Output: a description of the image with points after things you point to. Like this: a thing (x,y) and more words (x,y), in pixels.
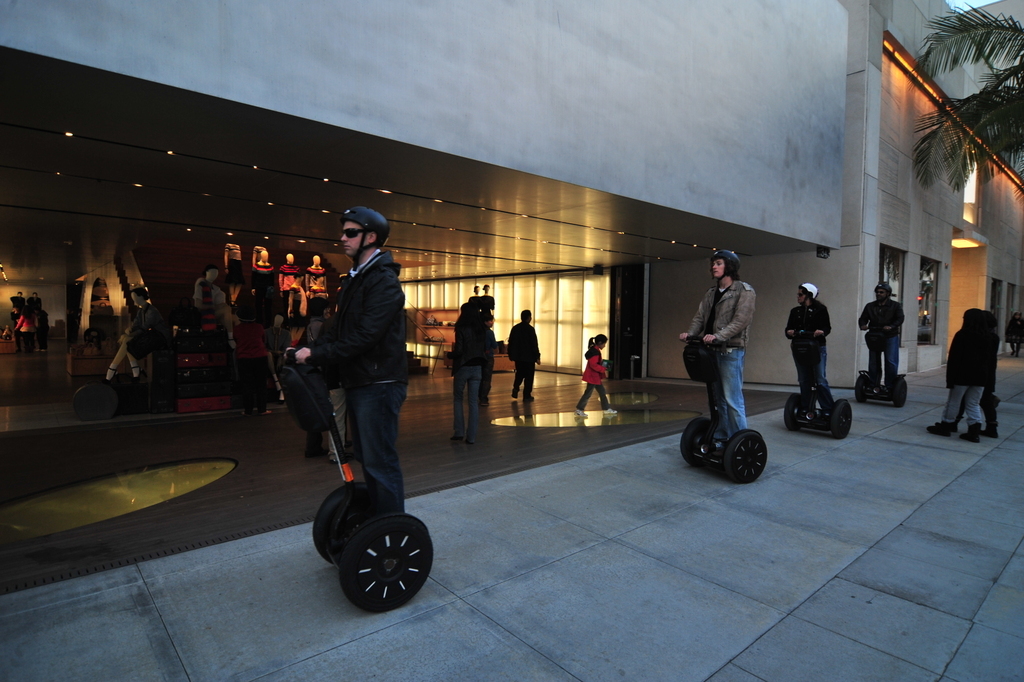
In this picture we can see some persons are standing on the segways (694,450) and wearing helmets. In the background of the image (448,314) we can see the buildings (839,142), tree (966,164), wall (798,206), stores (890,256), lights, roof (394,248), mannequins (233,274), escalator (119,262), some persons (486,325). At the bottom of the image (633,560) we can see the floor (275,609).
